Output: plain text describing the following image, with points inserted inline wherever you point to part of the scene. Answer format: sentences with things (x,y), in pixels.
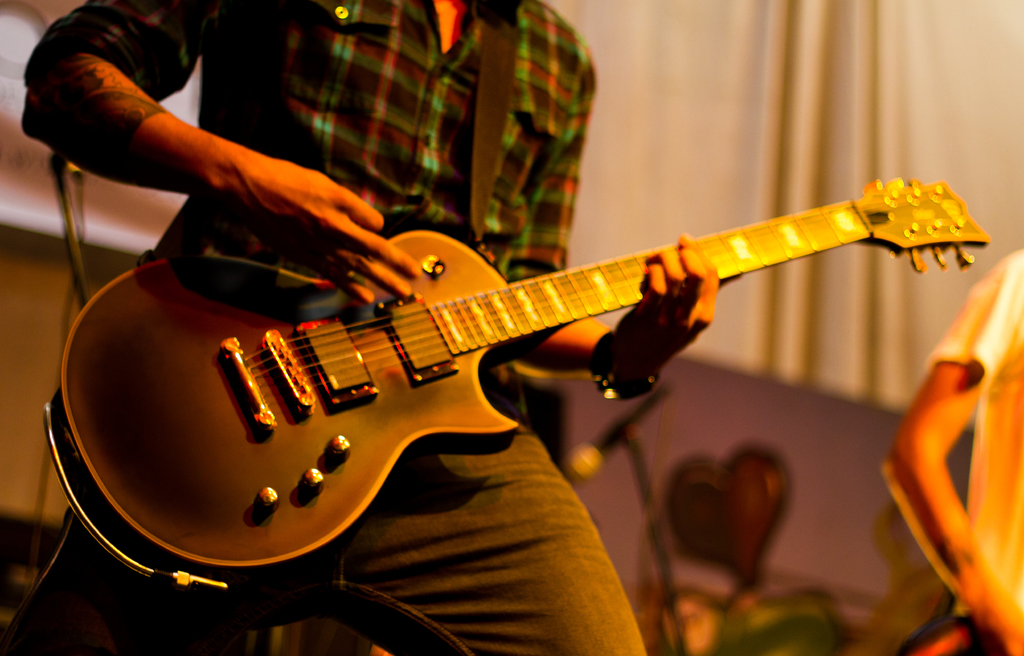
In the given image we can see that a man (422,95) holding guitar (287,365) in his hand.
